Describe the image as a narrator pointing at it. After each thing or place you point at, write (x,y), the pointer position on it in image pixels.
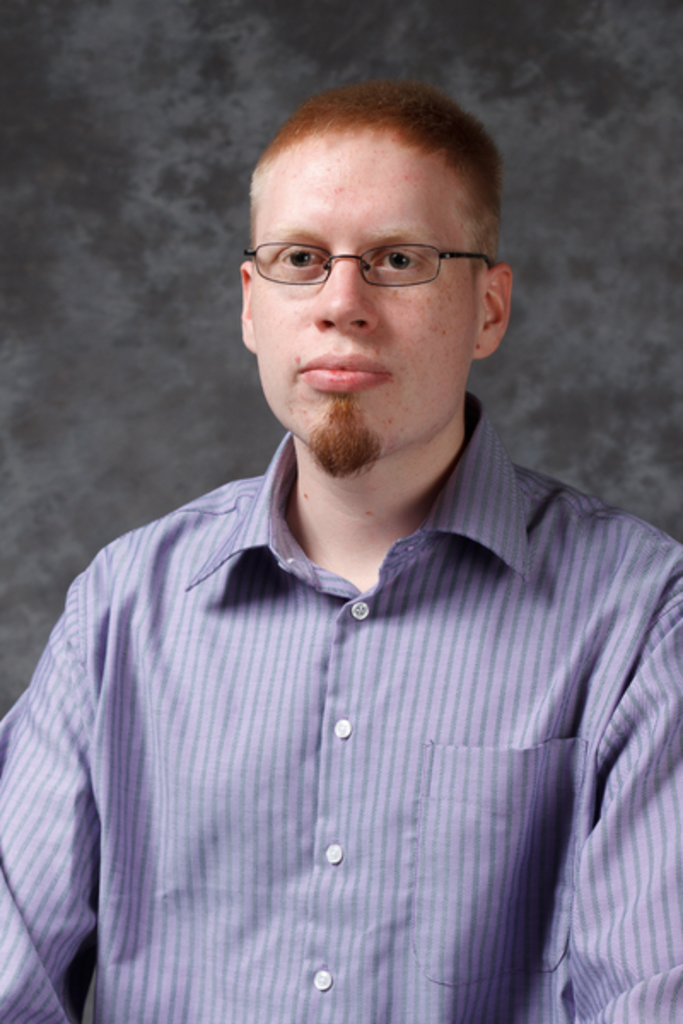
In this image, we can see a man (272,788) wearing a blue color shirt (421,586). In the background (601,146), we can see black color.
